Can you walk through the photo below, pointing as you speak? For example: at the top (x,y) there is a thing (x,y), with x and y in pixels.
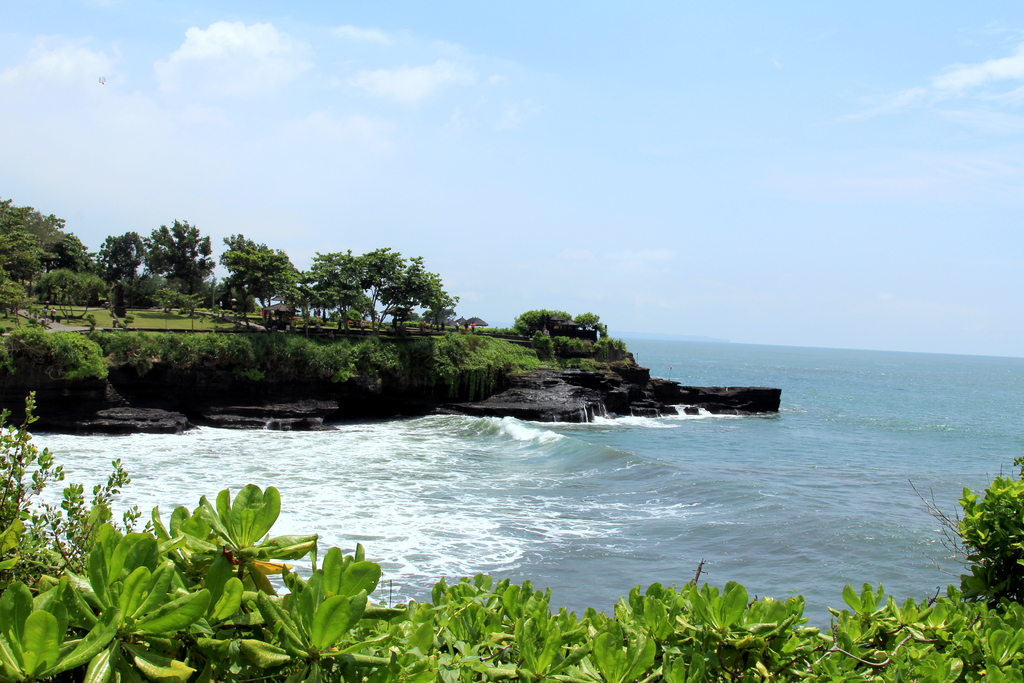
At the bottom of the picture (220,600), we see plants (320,615) or trees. In the middle of the picture (538,450), we see water (672,519) and this water (746,490) might be in the sea (792,497). There are trees (178,257) in the background (368,310). At the top of the picture (520,74), we see the sky (472,100), which is blue in color.
